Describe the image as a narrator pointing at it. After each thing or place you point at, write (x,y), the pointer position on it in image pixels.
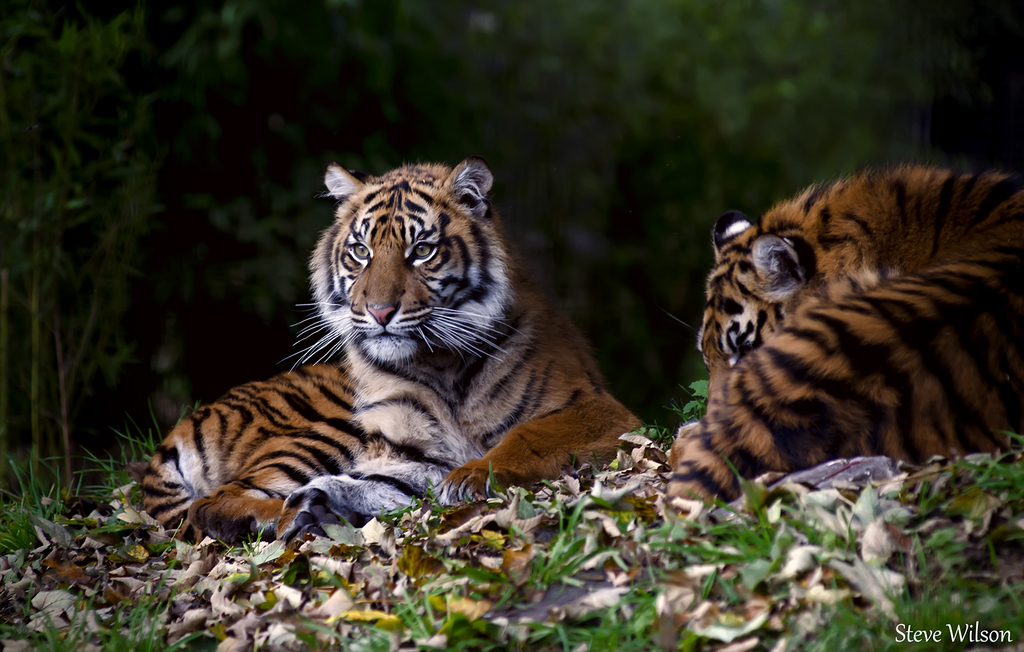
In this image we can see two tigers (481,359) and there are some dry leaves (62,547) and grass (669,569) on the ground (139,557) and we can see some trees (529,102) in the background (747,157).
